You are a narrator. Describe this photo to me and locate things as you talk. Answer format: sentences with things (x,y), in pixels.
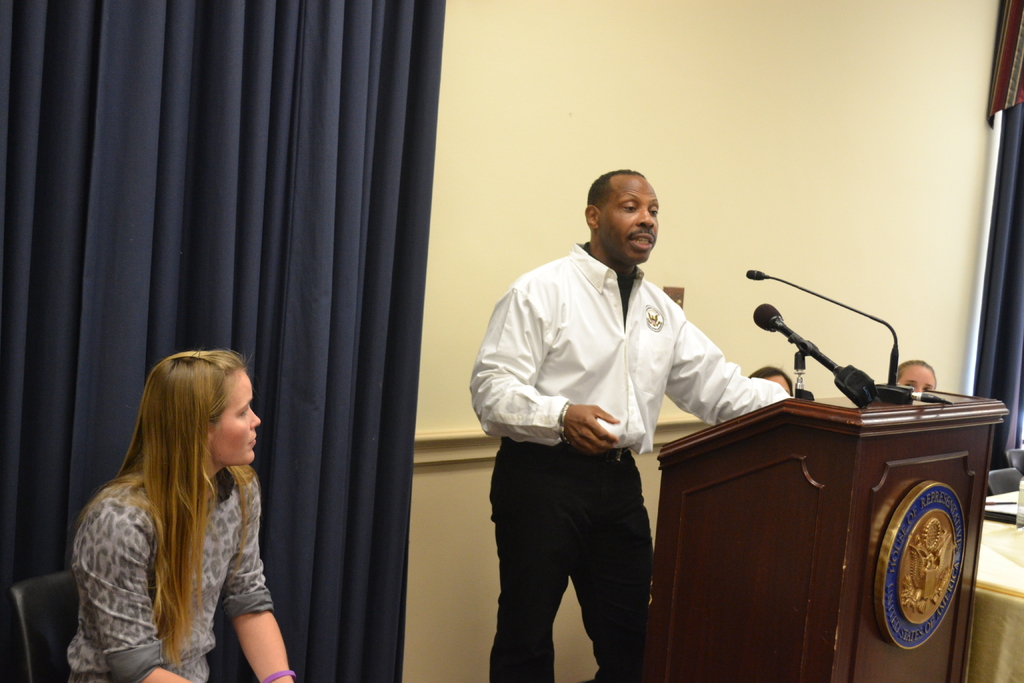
In this image there is a man (558,422) standing. In front of him there is a podium (829,448). There are microphones (895,369) on the podium (797,413). Beside the podium (882,455) there are people (254,588) sitting on the chairs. In front of them there are tables (988,583). Behind them there is a curtain (431,68) to the wall (506,84).
